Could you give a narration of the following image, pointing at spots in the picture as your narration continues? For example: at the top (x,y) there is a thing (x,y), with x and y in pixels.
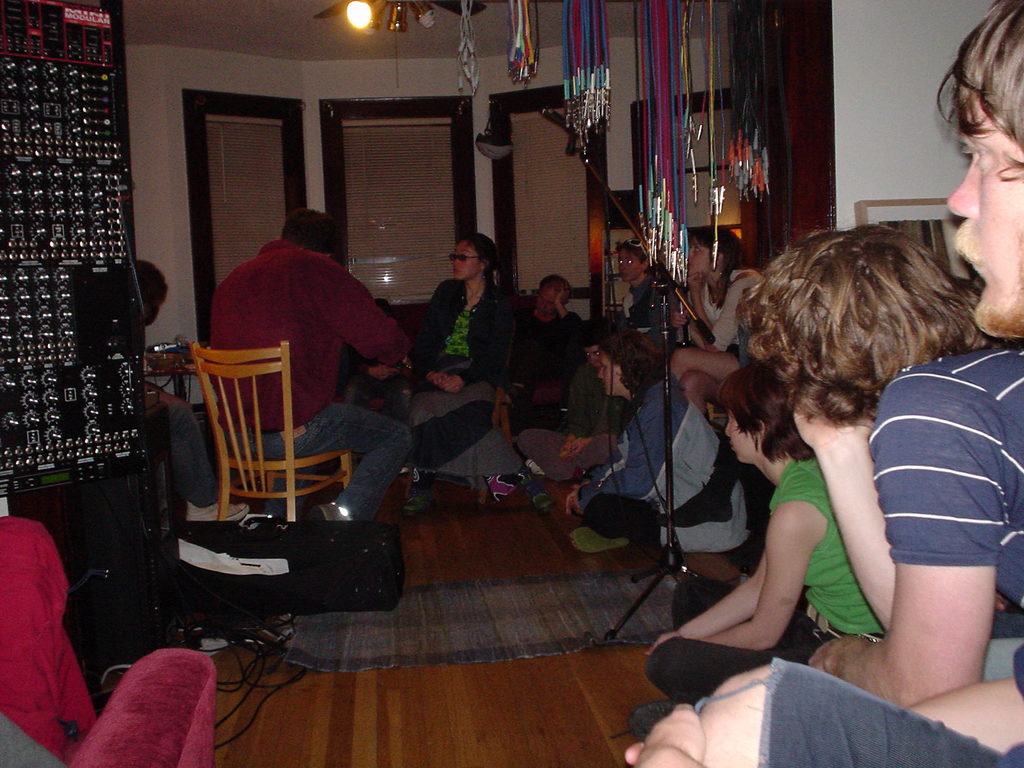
There are few people (620,377) sitting in the right side (846,429) and there is a mic (671,496) in the right corner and there are two persons (277,377) playing music in the left corner (248,317).
